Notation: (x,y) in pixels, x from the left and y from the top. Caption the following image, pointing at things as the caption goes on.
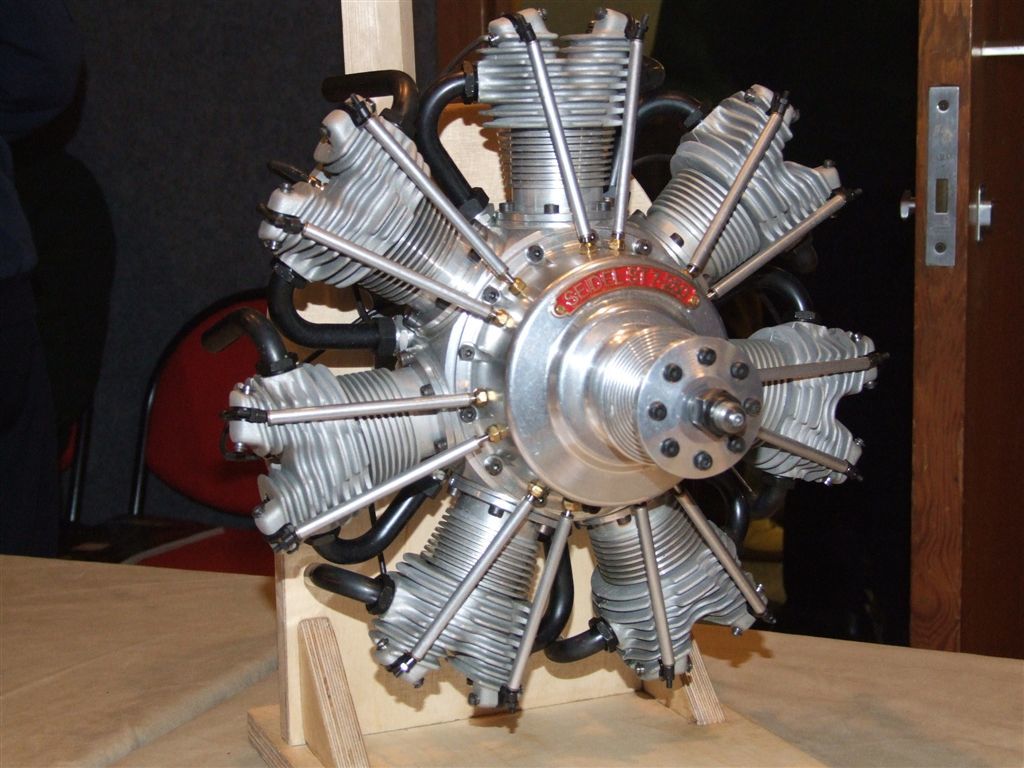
In this picture i can see a metal piece (700,279) looks like a fan (301,262) fixed to a wood plank (370,8) and I can see a door (970,94) on the right side (926,558).
